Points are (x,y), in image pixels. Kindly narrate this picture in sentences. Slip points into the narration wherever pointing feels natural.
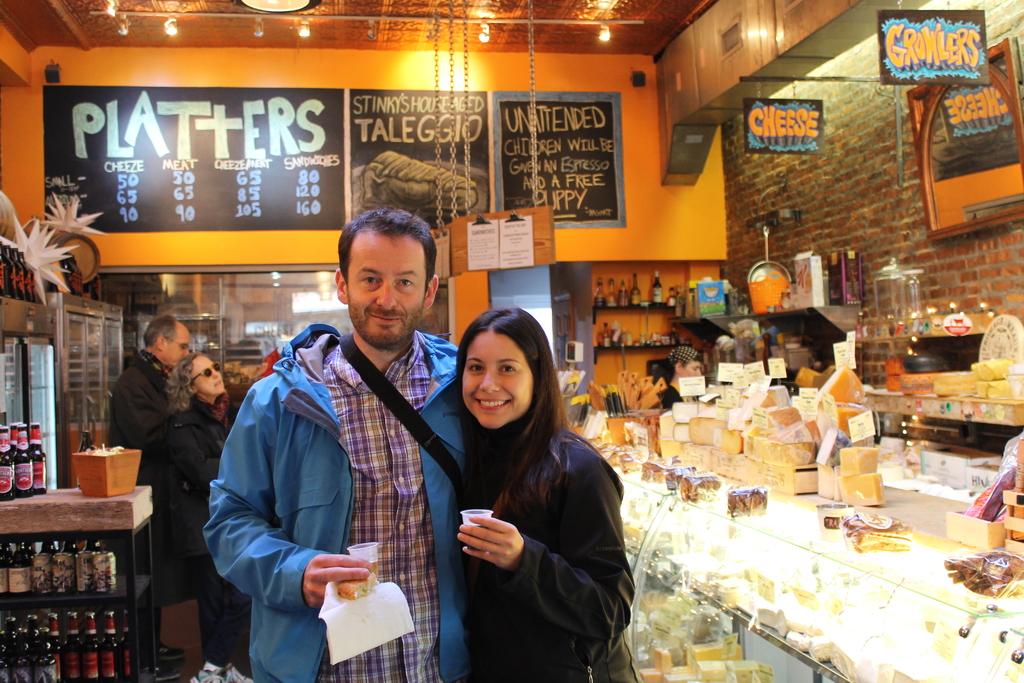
In this image I can see two persons (430,473) holding cups (485,511) in their hands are standing. I can see a glass box (712,595) with few food items (728,582) in it and few items (809,476) on it, few racks (106,597) with glass bottles (89,625) in them and in the background (849,217) I can see few other persons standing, a few boards (196,117), the ceiling (352,22), few lights (294,7) to the ceiling (313,30), the wall (765,208) and few other objects (726,354).
